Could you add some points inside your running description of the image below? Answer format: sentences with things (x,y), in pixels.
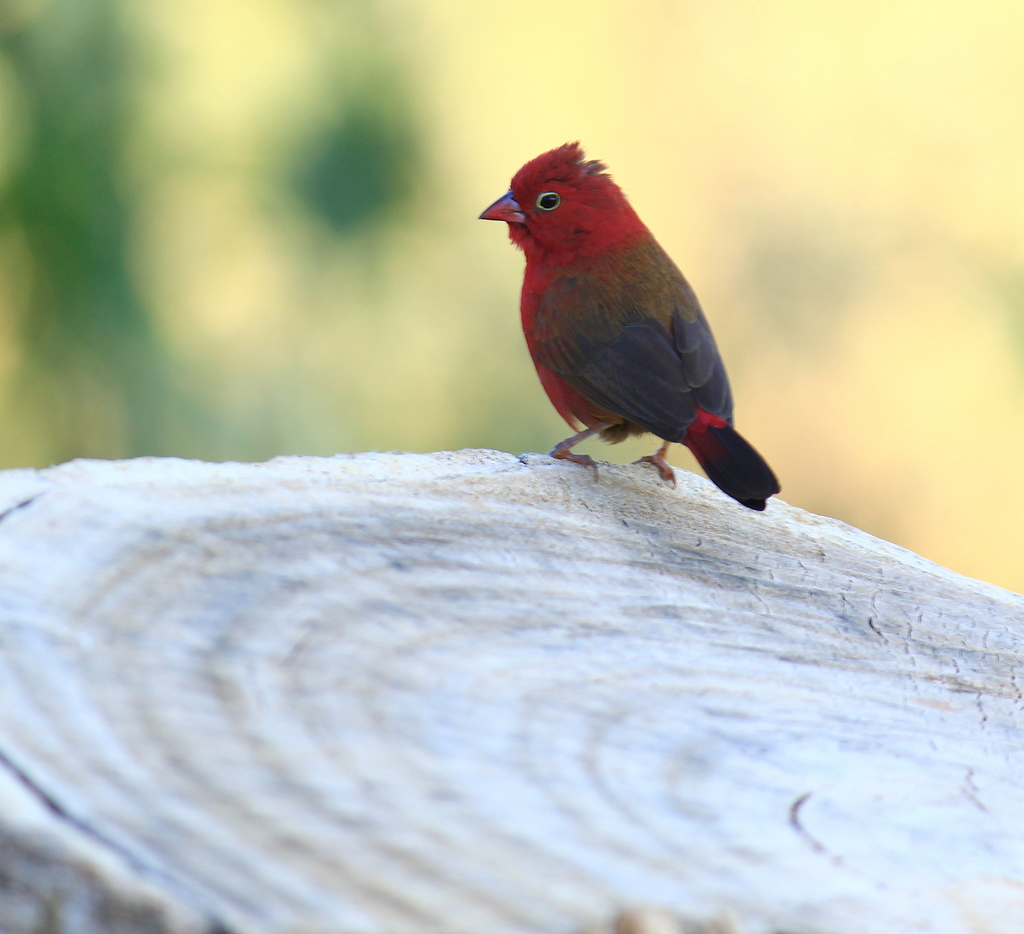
In this picture I can see a bird (592,418) on the wooden log (664,866), and there is blur background (848,21).
